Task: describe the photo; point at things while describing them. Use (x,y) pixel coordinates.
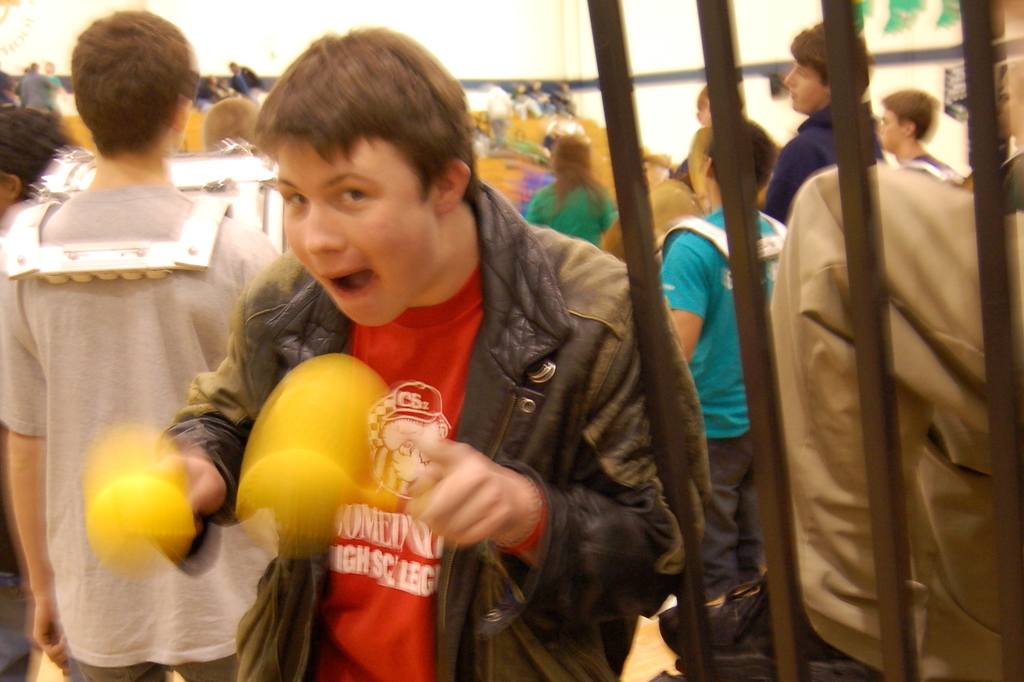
In this image, we can see people (573,261) and some are holding objects (154,461) and we can see grills (726,128) and there is a person (164,247) wearing costume (195,190) and we can see a wall (481,24).
